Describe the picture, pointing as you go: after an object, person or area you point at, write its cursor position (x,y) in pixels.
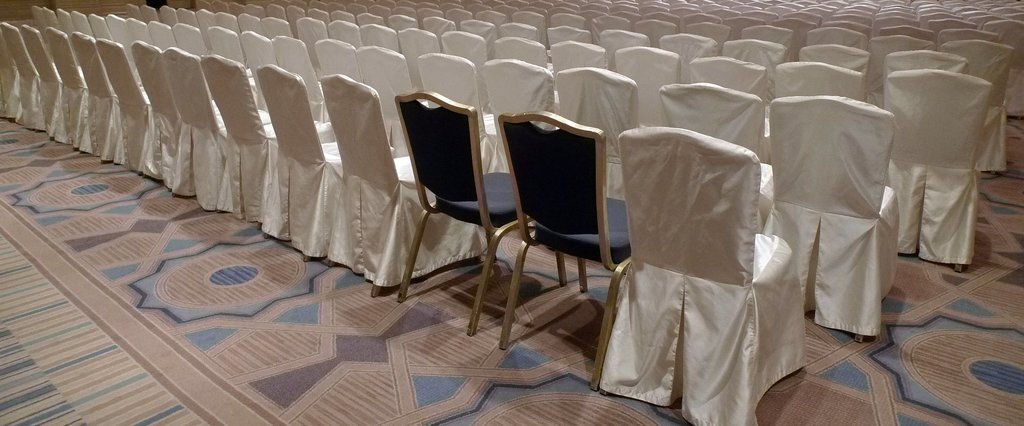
In this image the floor (828,357) is covered with mat (263,319) and there are many chairs (376,215) on the floor (41,154).
